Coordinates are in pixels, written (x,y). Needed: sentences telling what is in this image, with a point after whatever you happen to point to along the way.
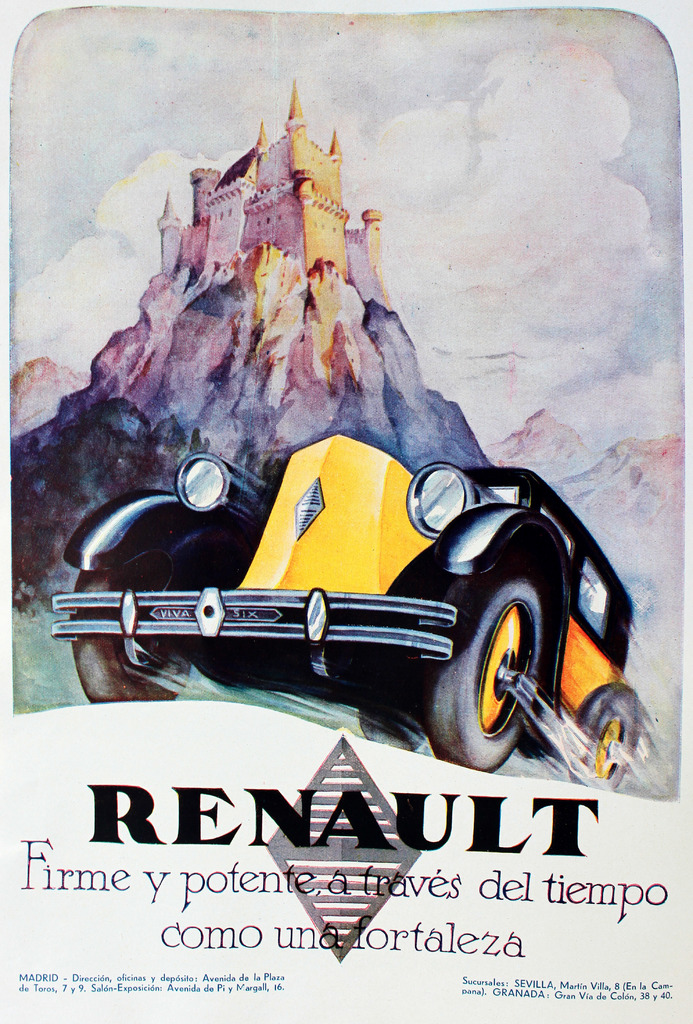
In this image I can see the vehicle (331,608) and the vehicle (549,678) is in yellow and black color. In the background (287,318) I can see the mountains (300,286) and the building (295,196) and I can see something is written on the image.
